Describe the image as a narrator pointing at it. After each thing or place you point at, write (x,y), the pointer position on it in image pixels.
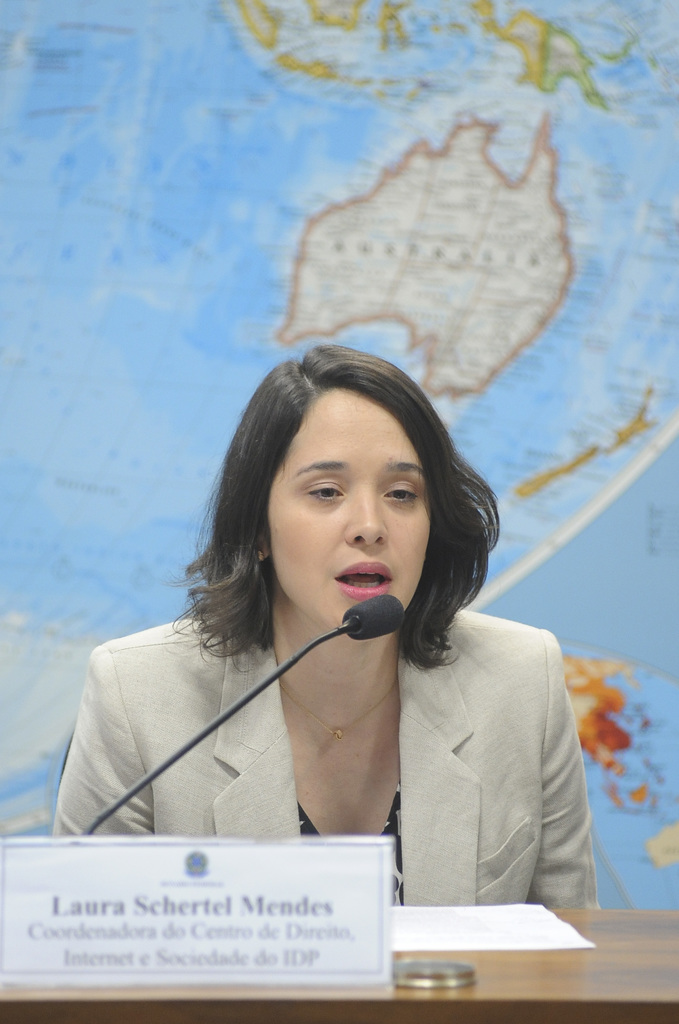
In this image we can see a person (421,802) sitting and mic (171,759) and name plate (227,899) are placed on the table (459,945) in front of her. In the background (450,317) there is a map (111,263).
